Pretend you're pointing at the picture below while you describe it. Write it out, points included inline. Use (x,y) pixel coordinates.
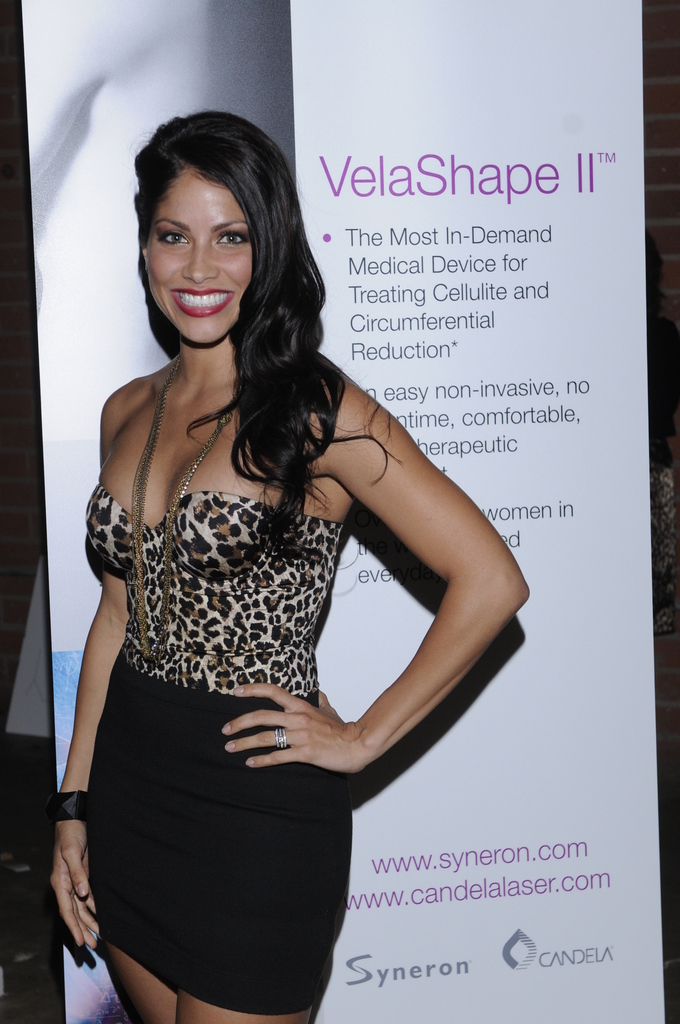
In this picture I can see a woman (282,341) standing and smiling, and in the background (623,941) there is a board (610,27).
